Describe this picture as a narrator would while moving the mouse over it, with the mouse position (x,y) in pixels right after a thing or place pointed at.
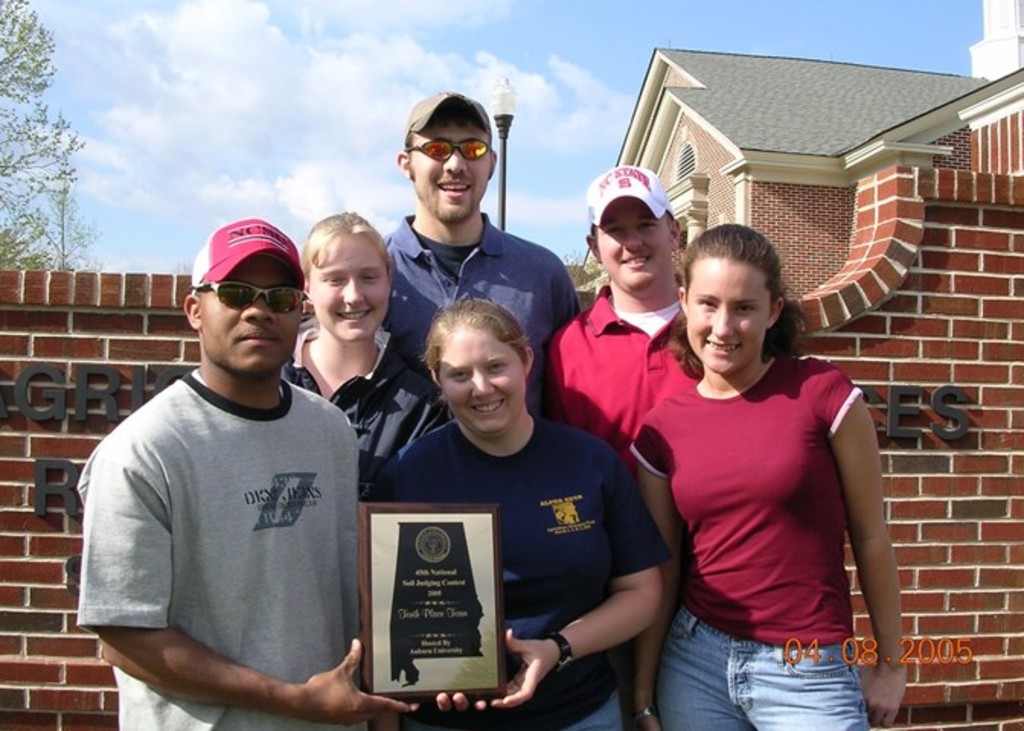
In this image I can see few women (753,450) and few men (278,365) are standing and I can see two of them are wearing goggles (285,290) and three of them are wearing caps (246,260). I can see two of them are holding an award (441,540) in their hands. In the background (58,335) I can see the wall (77,378), the building (716,119), a tree (16,255) and the sky (249,77).
